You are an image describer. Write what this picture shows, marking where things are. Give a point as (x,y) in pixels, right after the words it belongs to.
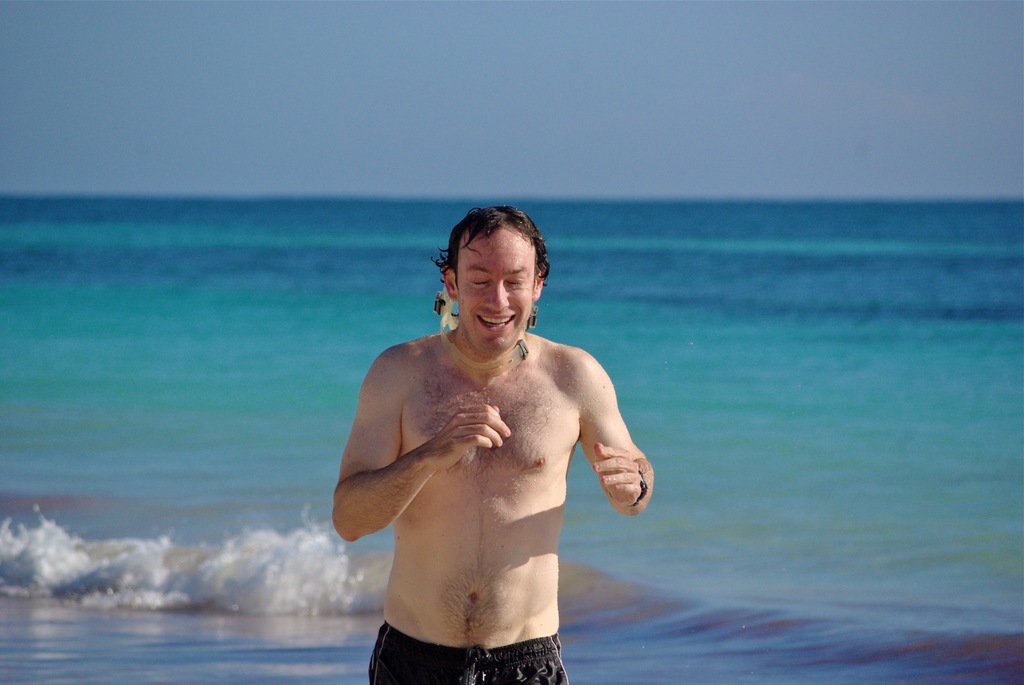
In this picture we can observe a man (435,483) standing, wearing a short (445,673) and smiling. In the background (160,411) there is an ocean (694,346). We can observe a sky (338,126) here.
